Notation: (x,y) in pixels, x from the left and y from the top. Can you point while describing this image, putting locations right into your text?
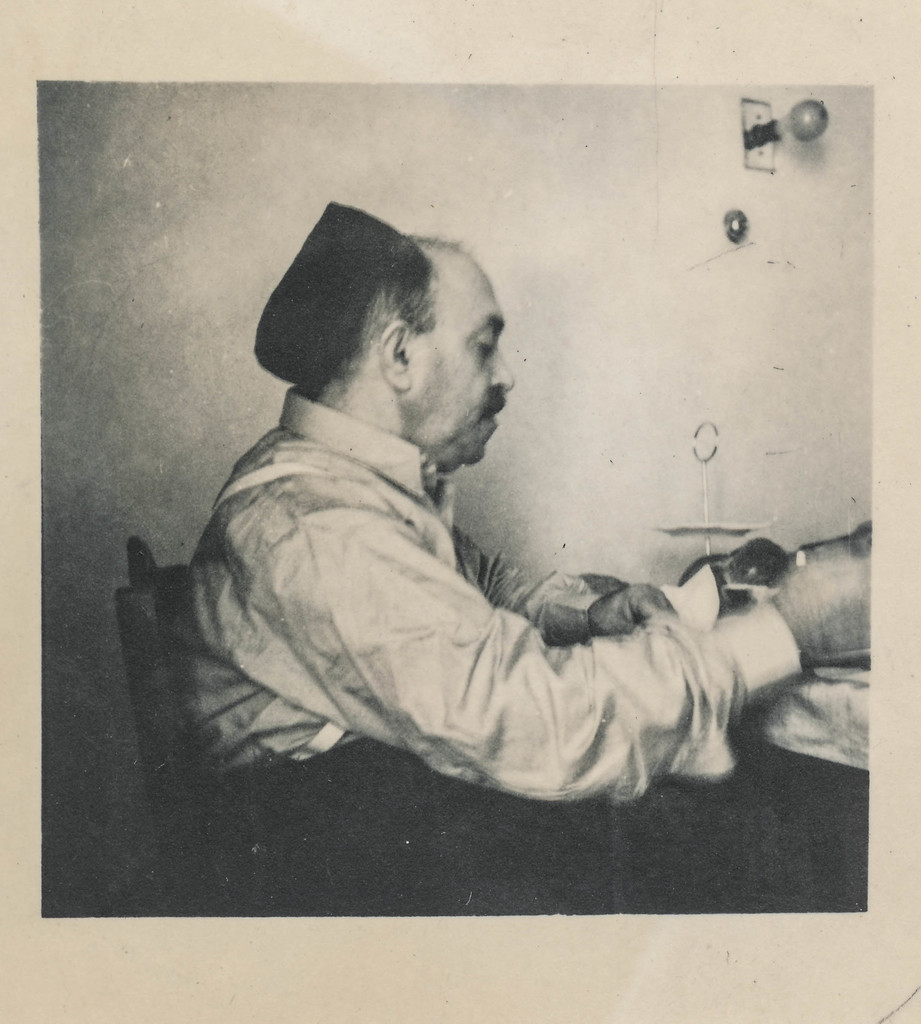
In this image, we can see black and white poster (55,209) with a person (327,609) sitting on a chair (157,607). We can also see the wall (557,268) with objects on it.
